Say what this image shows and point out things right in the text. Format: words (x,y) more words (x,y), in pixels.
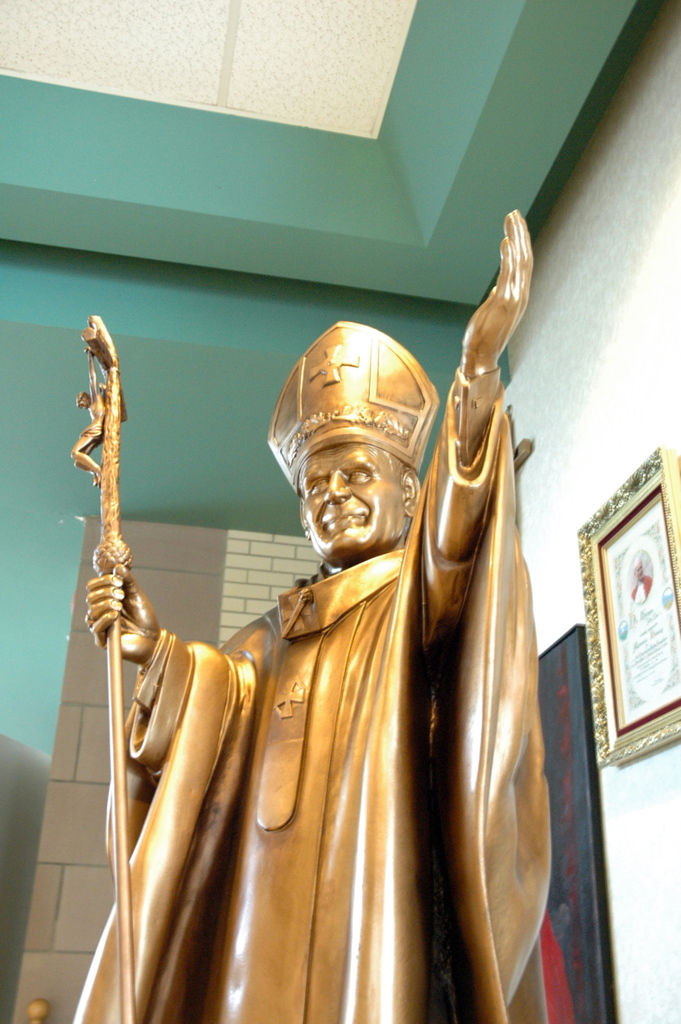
There is a statue (334,773) of a person (310,788) holding a stick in his hand (136,610) and there is a photo frame (620,588) attached to the wall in the right corner (650,614).
